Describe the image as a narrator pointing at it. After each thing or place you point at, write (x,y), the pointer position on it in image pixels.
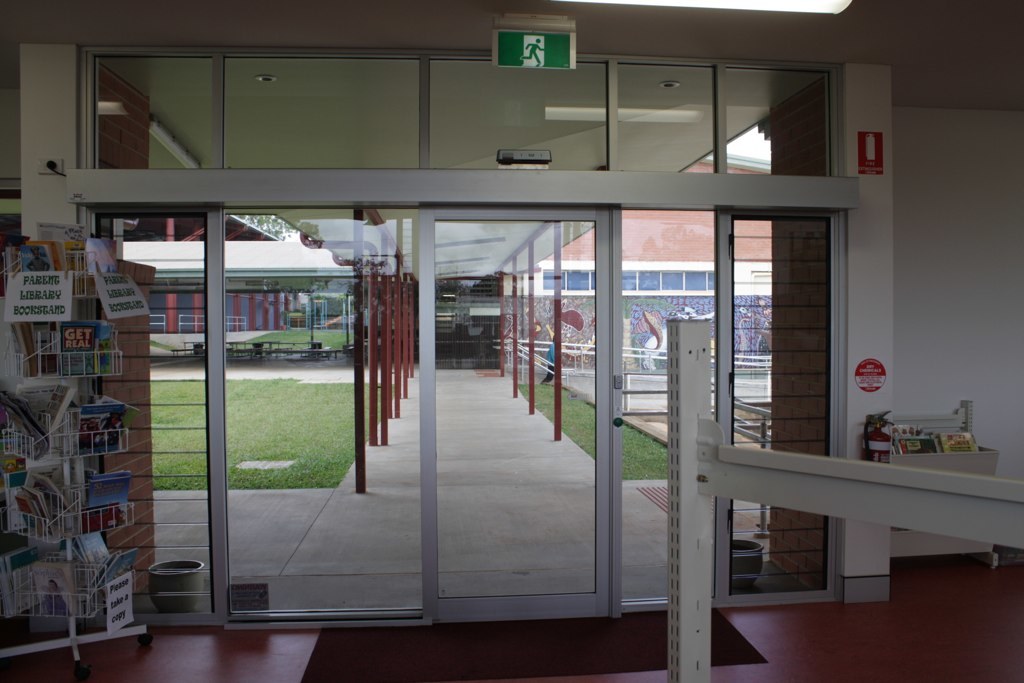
In this image I can see building (603,180) inside view and I can see a entrance door (280,252) and there is a stand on the left side (67,338) and I can see books (90,334) and there is a cylinder (870,418) attached to the wall (889,390) on the right side (876,437) and there is a sign board (539,48) visible in the middle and a person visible in the middle (547,367) and I can see some poles (371,338) visible in the middle (384,358), there is a bowl (184,575) kept in front of entrance gate (221,585) at the bottom (202,570).
